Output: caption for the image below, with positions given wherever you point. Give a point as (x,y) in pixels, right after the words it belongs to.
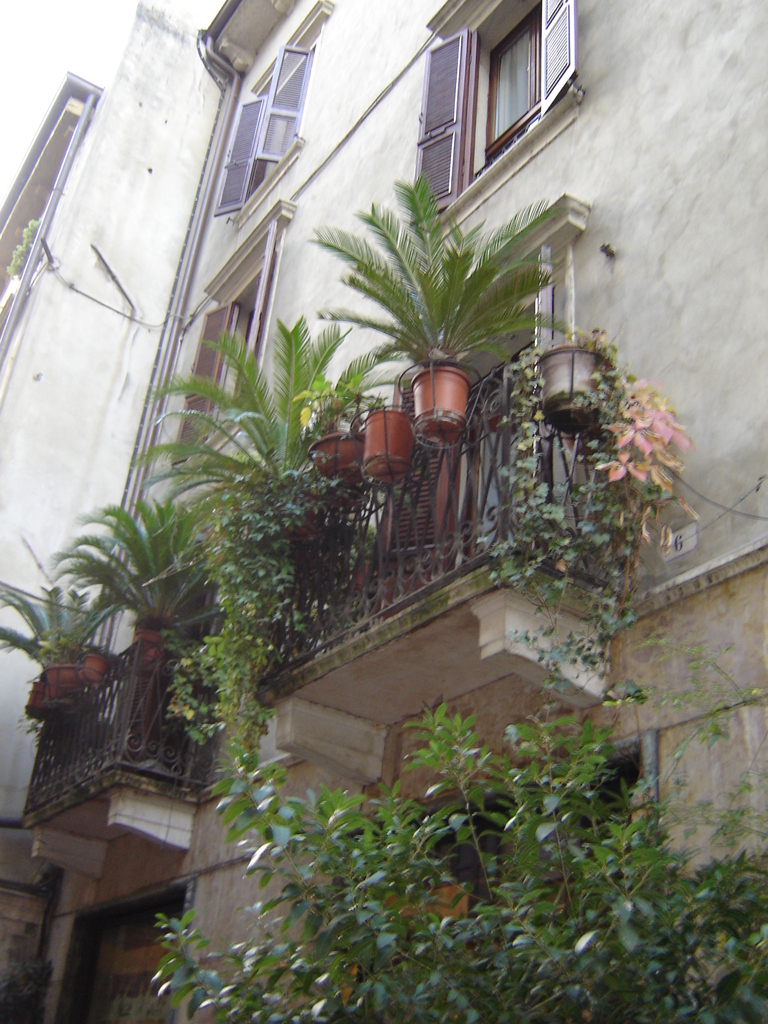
In this picture there is a building wall (669,812) with balcony grill (380,524) and many plant pots (441,395). Above we can see the glass windows (513,121).
